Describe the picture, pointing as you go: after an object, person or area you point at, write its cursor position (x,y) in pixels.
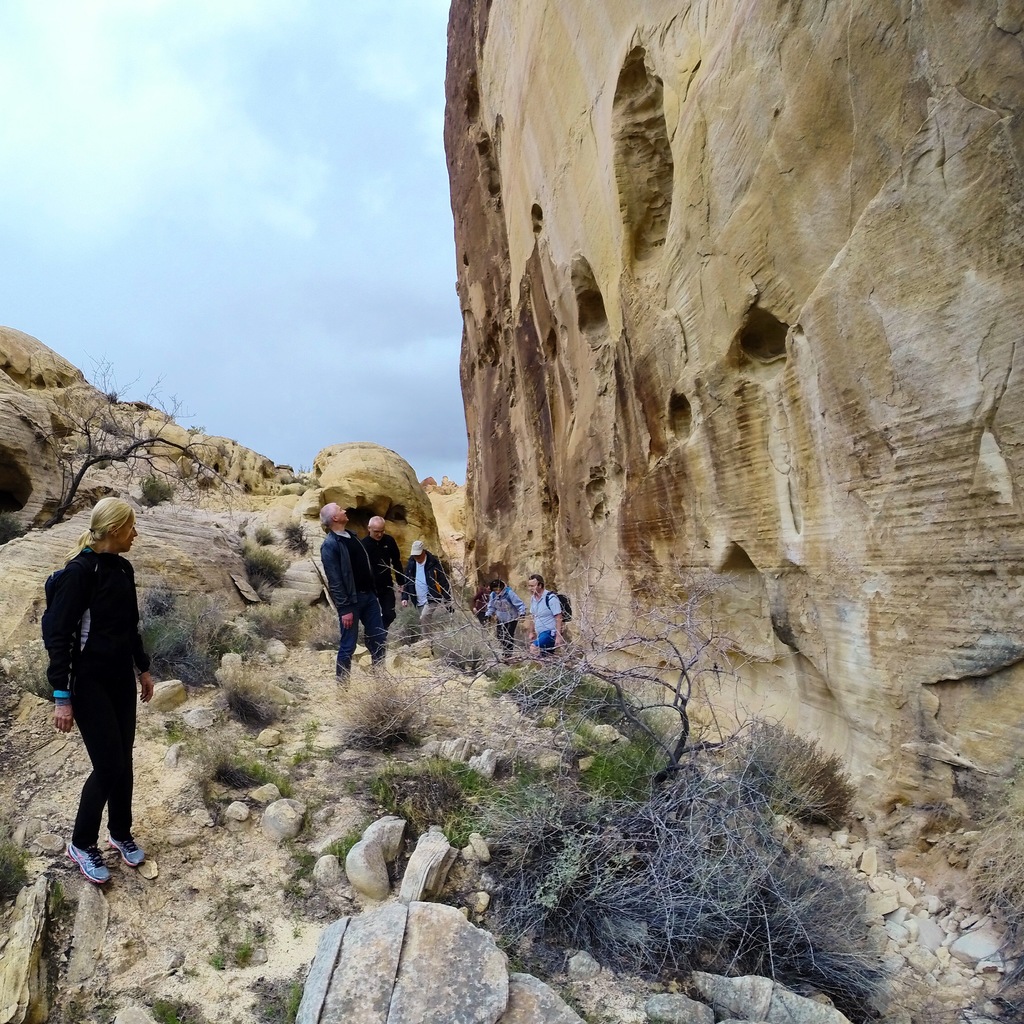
In this image we can see rocks (509,68), grass (869,991), people (505,598) and sky (349,193).
